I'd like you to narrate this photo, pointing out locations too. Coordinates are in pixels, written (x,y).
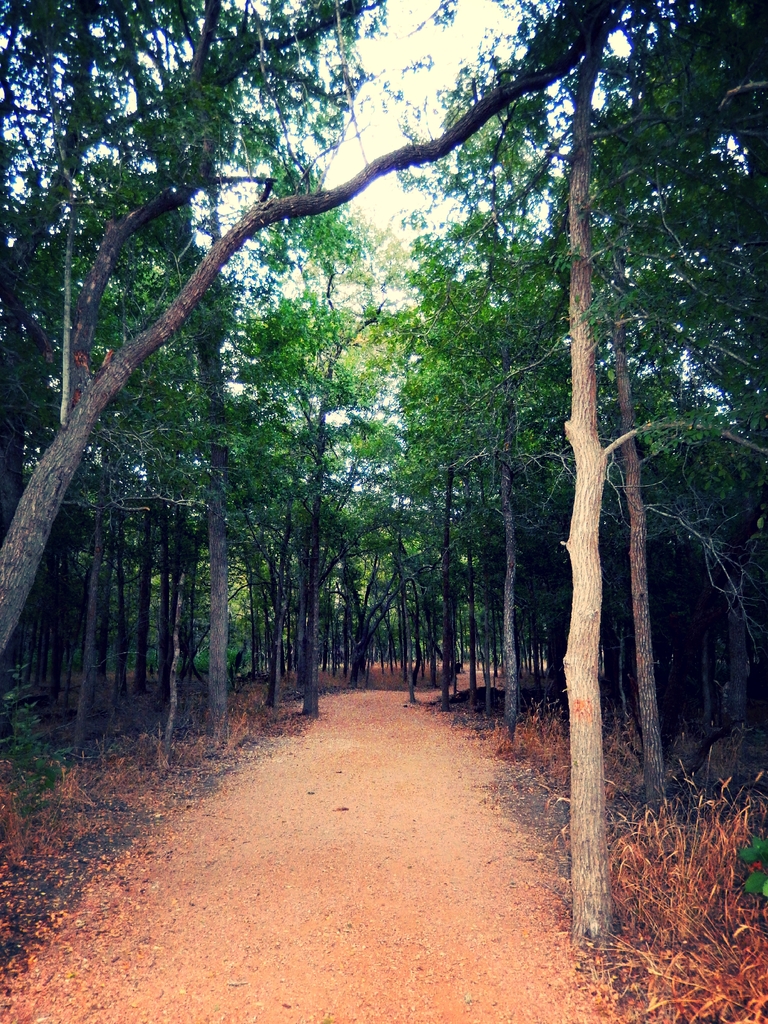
This image is taken in outdoors. At the bottom of the image (297,893) there is a ground (258,854) with grass (717,934) on it. In the background (200,671) there are many trees (421,450).
